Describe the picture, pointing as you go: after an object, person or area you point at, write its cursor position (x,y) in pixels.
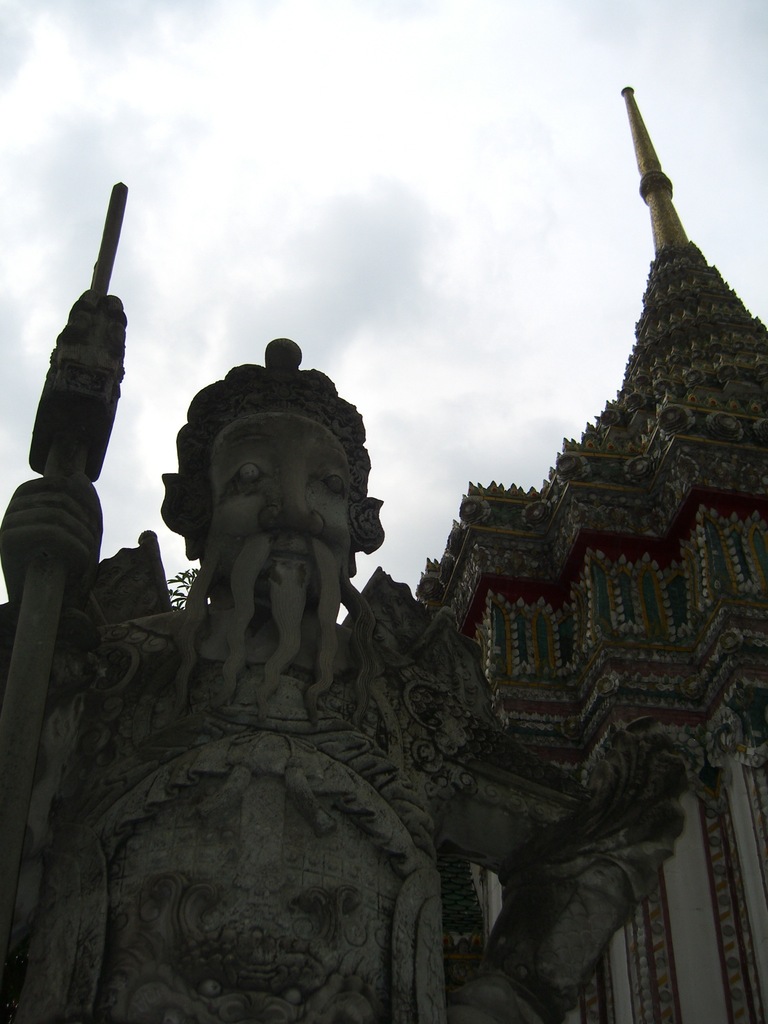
In this image there is a sculpture (234,615). In the background (524,590) we can see a building (564,626) and there is sky (345,169).
